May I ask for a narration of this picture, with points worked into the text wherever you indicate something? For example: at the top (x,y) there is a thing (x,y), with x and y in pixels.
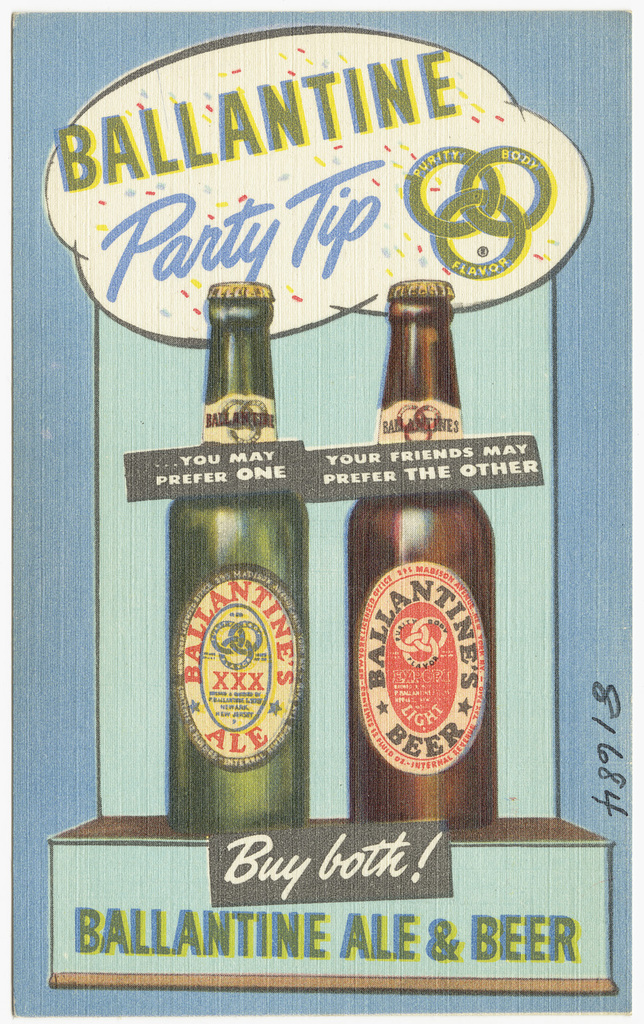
In this picture we can see poster (130,678), in this poster (385,506) we can see bottles (301,698) and text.
